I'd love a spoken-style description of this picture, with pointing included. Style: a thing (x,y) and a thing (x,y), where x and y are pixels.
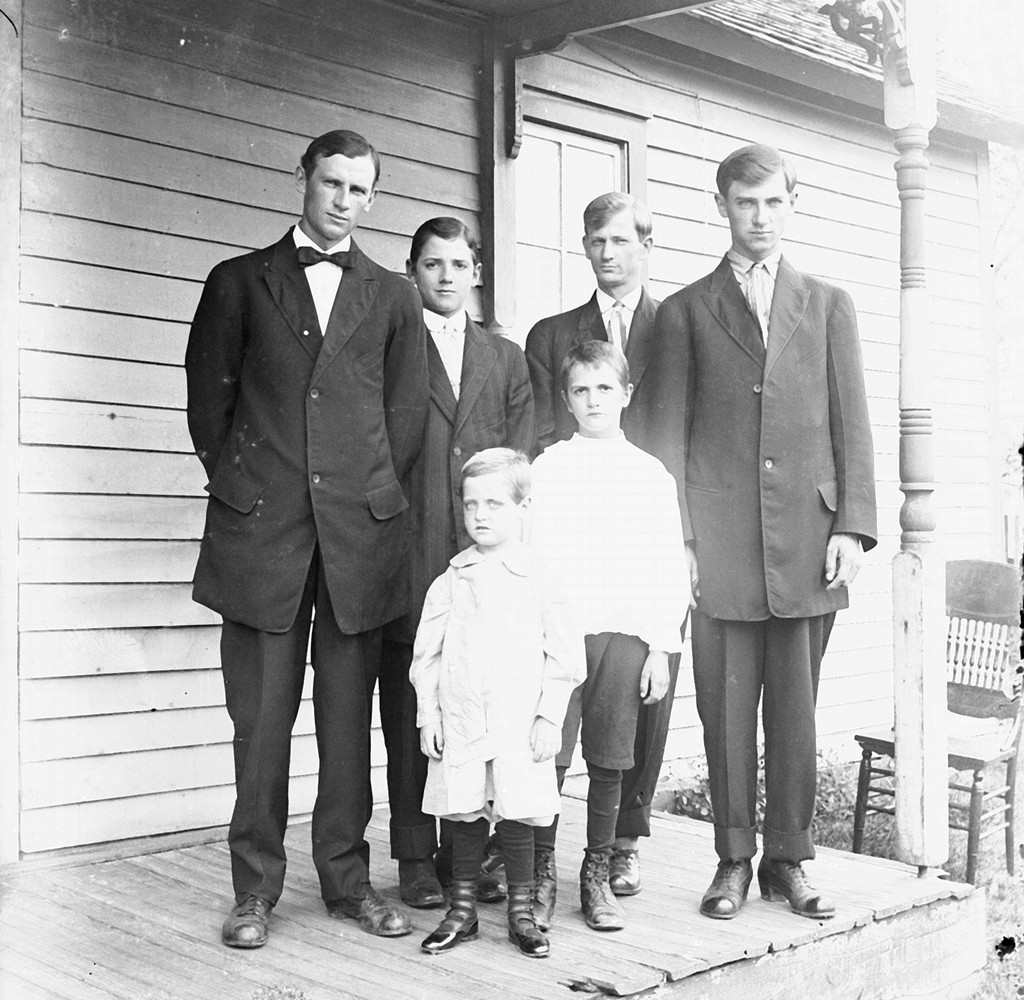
It is a black and white image, these 4 men (642,249) are standing, they wore black color coats (558,379), trousers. In the middle (615,447) 2 children (553,619) are standing.
